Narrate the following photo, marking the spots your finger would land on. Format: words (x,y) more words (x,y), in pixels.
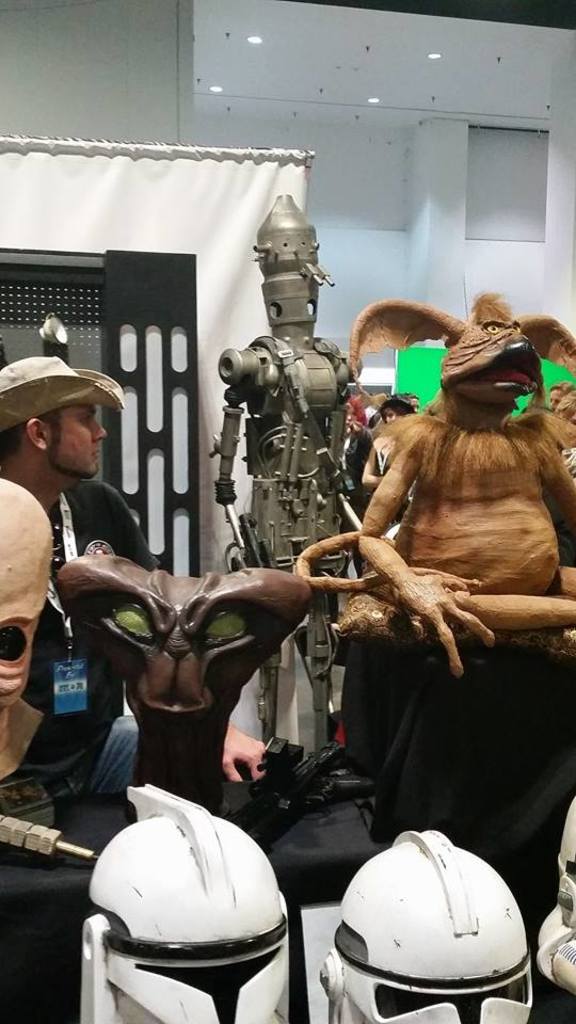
In this image there is a man (53,744) sitting. In front of him there is a table (345,817). On the table (343,807) there are many sculptures (91,609). Behind him there is another sculpture (267,510). At the bottom (235,955) there are helmets (380,955). In the background (159,107) there is a wall (21,82). There are lights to the ceiling (363,97).
